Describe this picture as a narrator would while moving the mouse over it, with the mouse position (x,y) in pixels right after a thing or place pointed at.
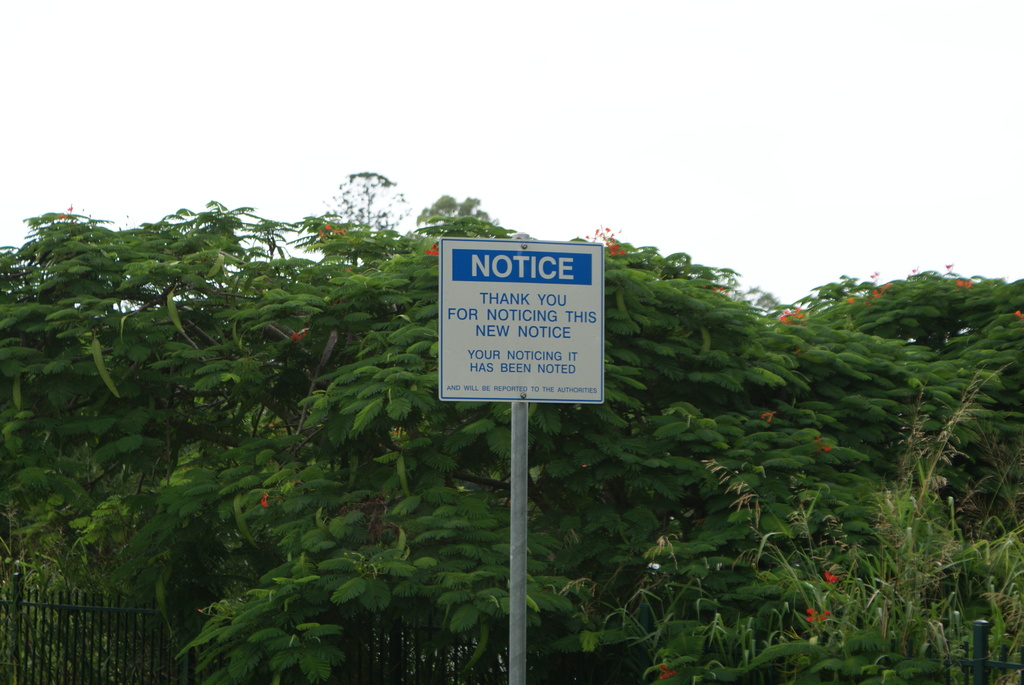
In the middle of the picture (528,381), we see a pole (515,672) and a board (483,249) in white color with some text (504,362) written on it. At the bottom of the picture (159,628), we see a railing (105,623) in black color. There are trees (672,366) in the background (653,342). At the top of the picture (638,162), we see the sky (549,156).
